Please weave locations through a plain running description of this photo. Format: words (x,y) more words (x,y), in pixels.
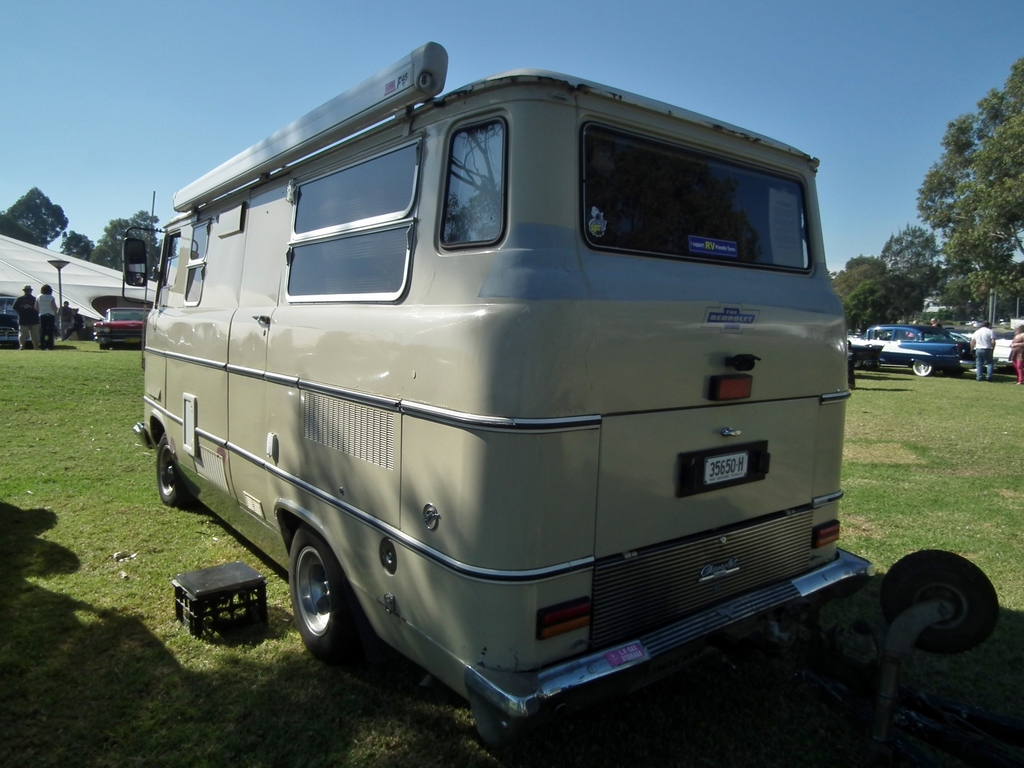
In this picture there is a van (776,441) on the ground (871,408), beside that we can see black color table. On the right (1022,356) there are two persons (985,342) were standing near to the blue car (933,363) and white car (1002,356). On the left (24,302) there are two persons (38,309) who is standing near to the cars (105,322) and tent (100,303). In the background (941,302) we can see many trees (986,279) and the building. At the top (976,54) there is a sky (633,8). At the bottom (300,728) we can see the grass (217,718).
